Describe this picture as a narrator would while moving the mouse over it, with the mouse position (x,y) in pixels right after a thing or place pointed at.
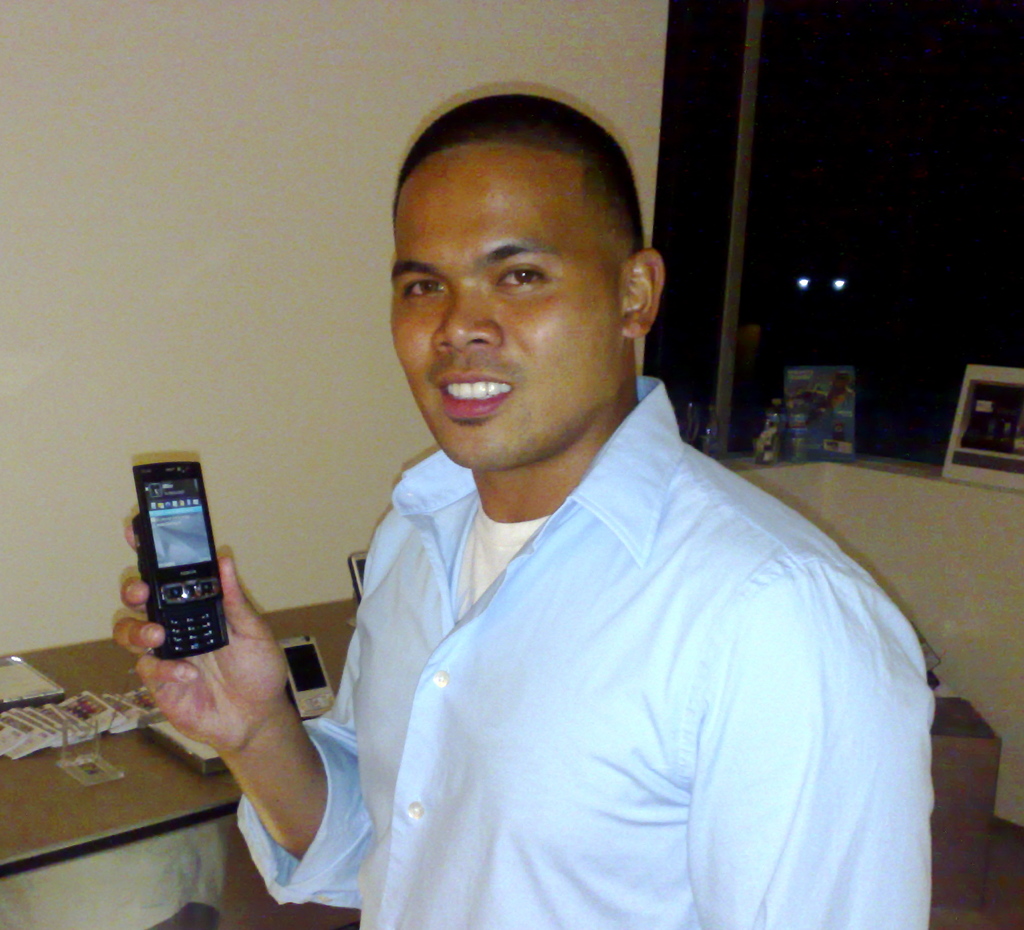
In this image a man (590,205) is standing and holding a mobile phone (214,583) in his hand (132,541). At the background (365,96) there is a wall (431,86) and a window (856,136). In the left side of the image (121,807) there is a table (82,817) and there were few things (59,707) on it.
